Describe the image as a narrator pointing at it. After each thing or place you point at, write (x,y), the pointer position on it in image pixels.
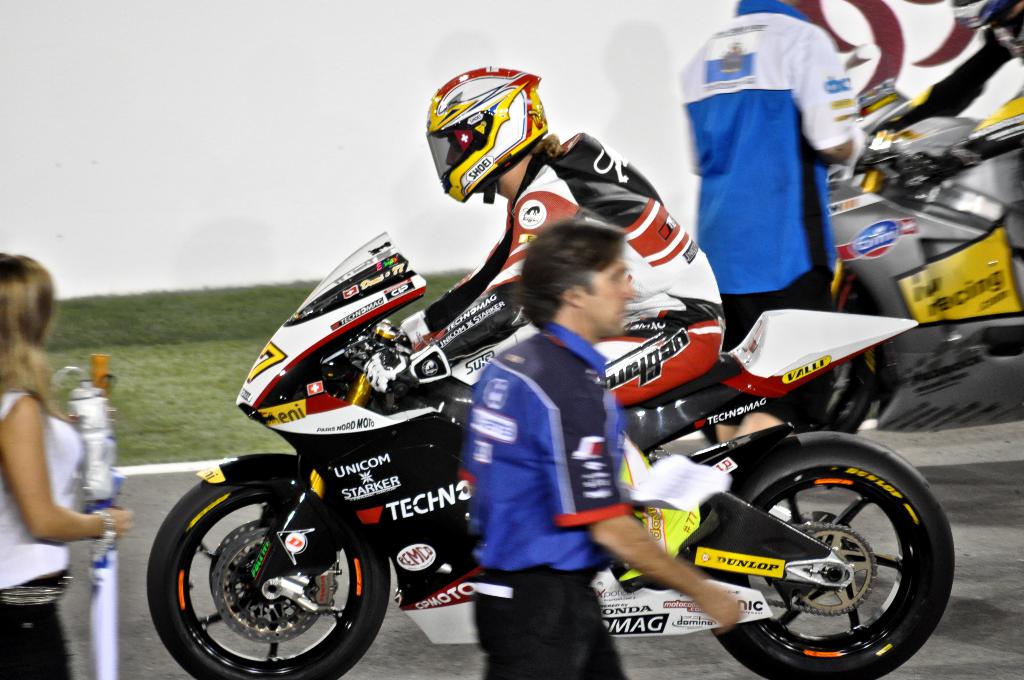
In this image we can see a group of people (537,501) standing on the ground (1017,617). Two persons (632,259) are wearing jackets (603,178) and helmets (545,129) are riding motorcycles (367,396). In the background (344,203), we can see the wall (306,150).
